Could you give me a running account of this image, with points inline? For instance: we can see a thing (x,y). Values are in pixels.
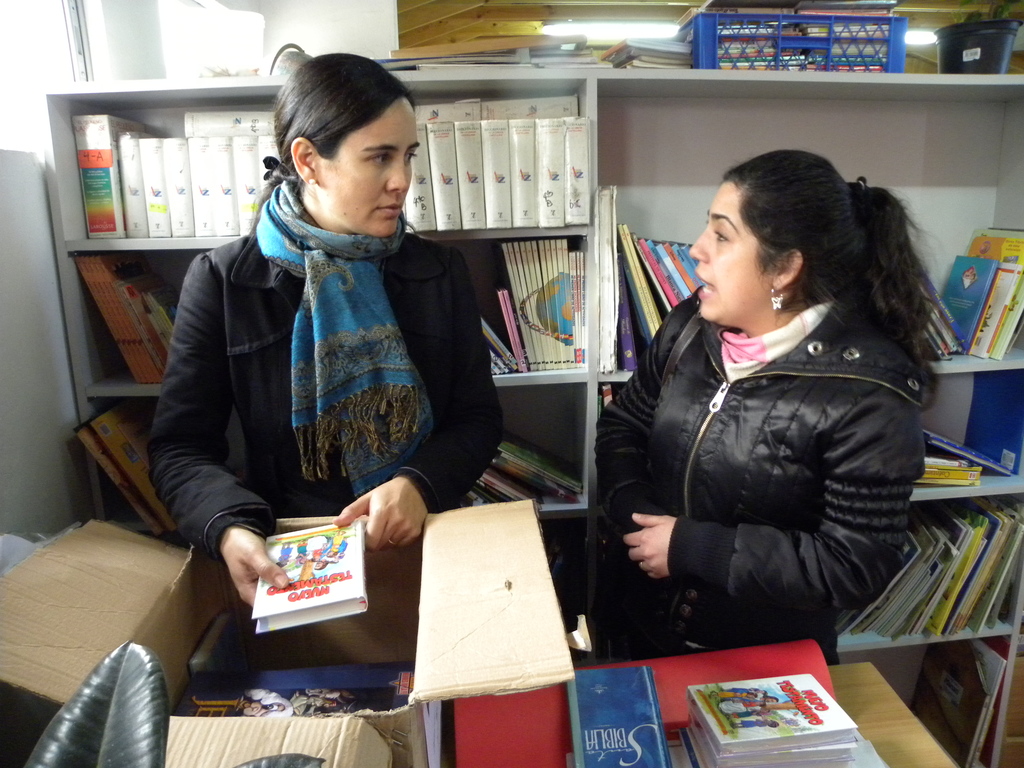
In this image I can see number of books (963,745) in the front (797,675) and in the background (185,181). I can also see two women (378,236) are standing in the centre (356,380) and I can see both of them are wearing jackets (428,338). I can see the left one (376,515) is holding a white colour book (318,532) and under her hands (249,553) I can see a box (315,736) and a table (885,704). On the bottom left side of this image (123,668) I can see two leaves (143,732) and on the top right side of this image (801,35) I can see a blue colour thing (854,38), a pot (968,66) and few others stuffs (634,68).
